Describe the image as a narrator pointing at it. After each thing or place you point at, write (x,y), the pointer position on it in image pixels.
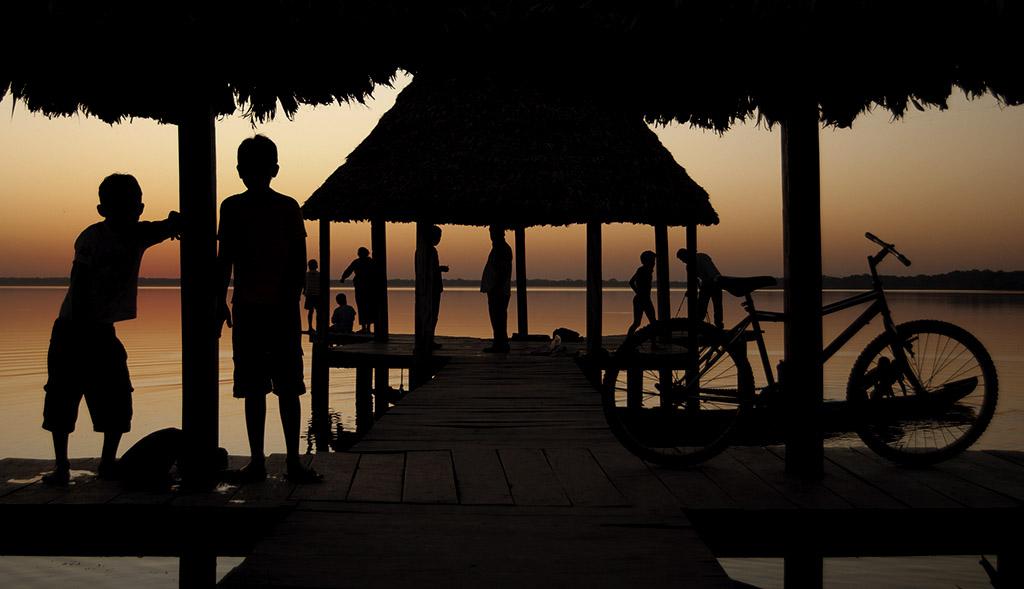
This image is taken outdoors. In the background (155,358) there is a river (156,384) with water (159,372) and there is the sky (850,199). At the bottom of the image (441,561) there is a wooden platform (307,489). In the middle of the image (517,209) there are two huts (564,128) and there are many pillars (199,327). A bicycle (706,355) is parked on the wooden platform (754,458). A few kids (96,272) are standing on the wooden platform (363,490).
